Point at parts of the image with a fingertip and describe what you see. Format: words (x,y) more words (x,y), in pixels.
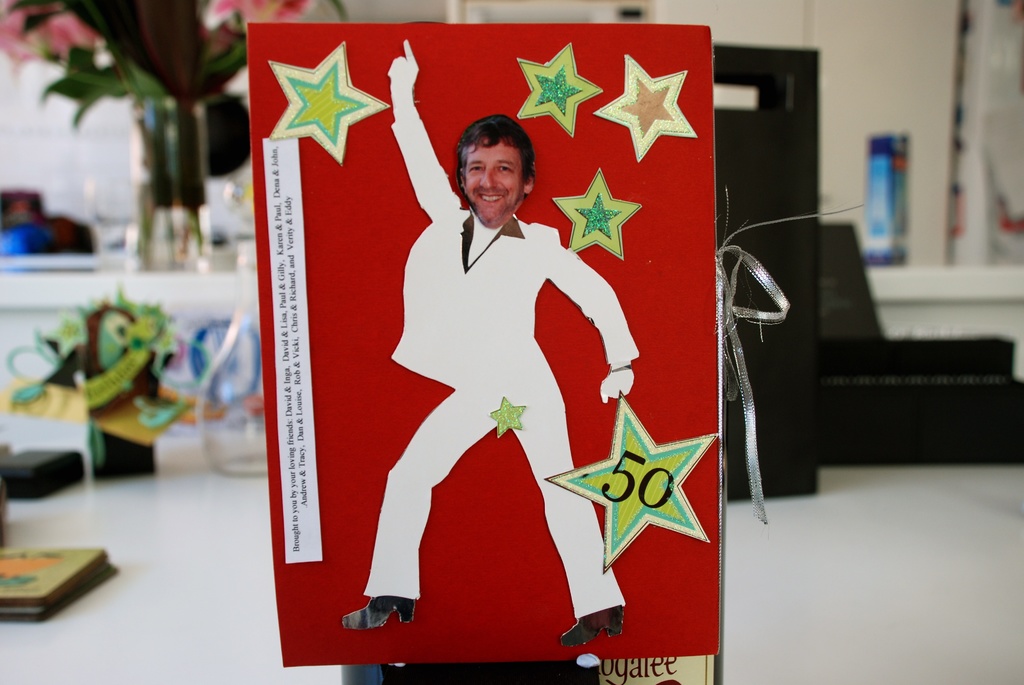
In this image there is a red color object (480,222) which has a picture (538,433) of a person (522,248) dancing and there are some other objects (195,160) in the background (811,274).
